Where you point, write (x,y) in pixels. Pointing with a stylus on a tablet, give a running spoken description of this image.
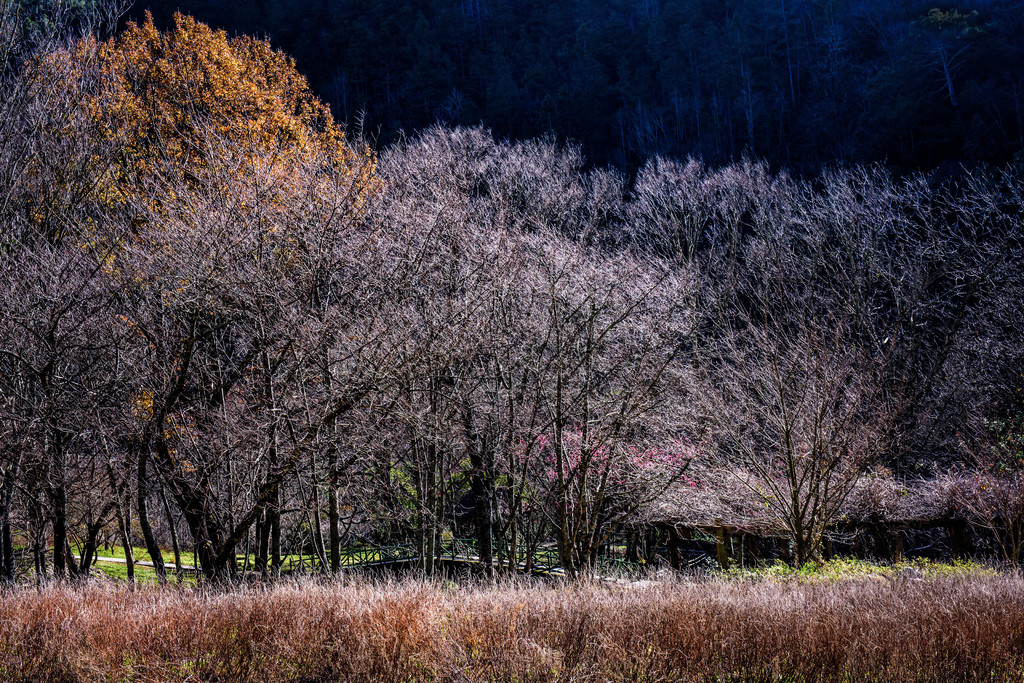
In this picture there are few trees (499,327) which are in white and red color.
